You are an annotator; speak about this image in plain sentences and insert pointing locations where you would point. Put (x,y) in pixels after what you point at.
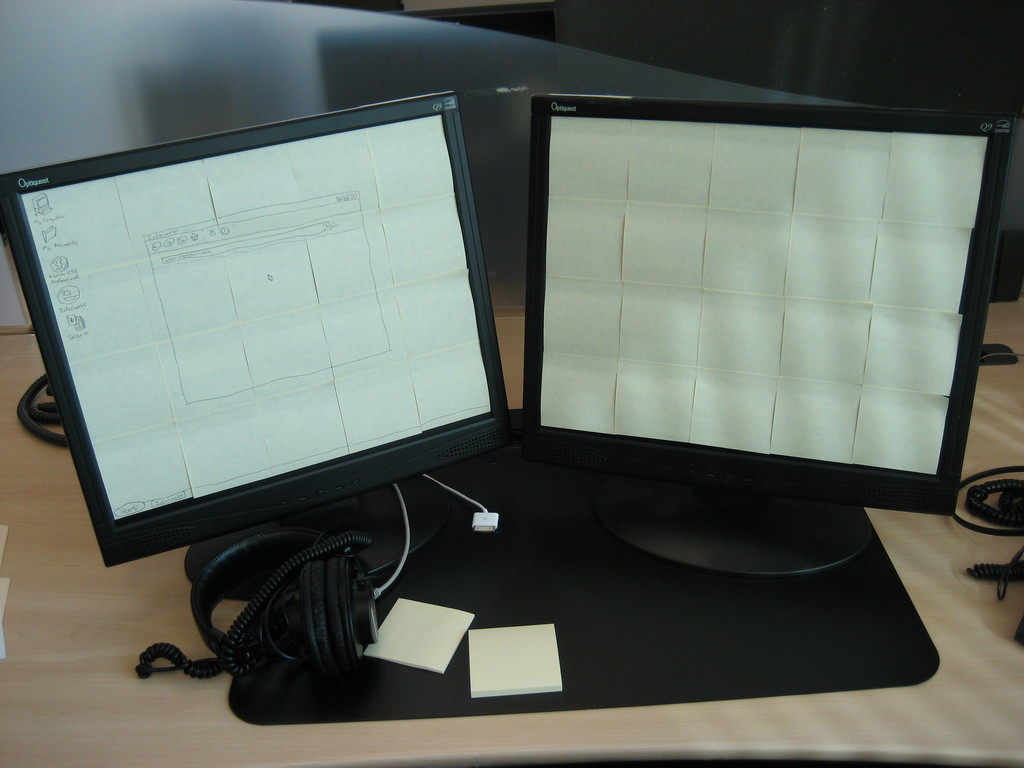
In the image we can see there are monitors (176,432) kept on the table (315,711) and there is a headphone (358,609). There are papers (256,430) kept the monitor (94,464) and there are sticky notes (540,663) kept on the table (686,674).
